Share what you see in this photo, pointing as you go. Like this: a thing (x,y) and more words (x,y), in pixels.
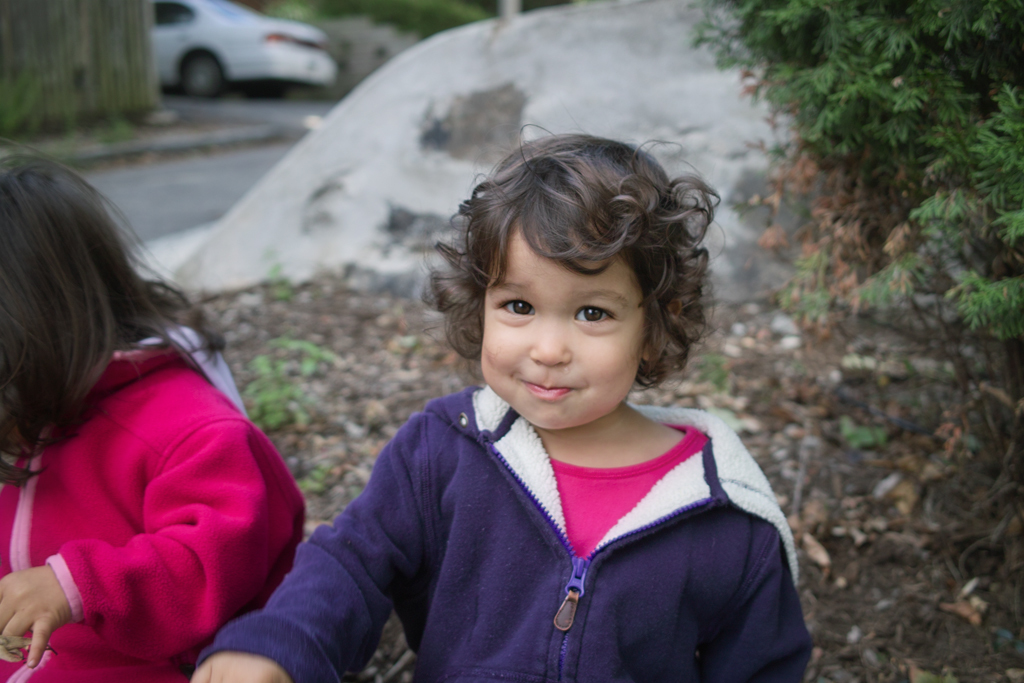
In this image at the bottom (713,473) there are two children's (239,401) visible, in the top right corner (996,109) there is a tree (1015,138), at the top (156,50) there is a vehicle (263,61) visible on road (162,167), there might be a rock (594,40) visible beside the tree (793,95).
